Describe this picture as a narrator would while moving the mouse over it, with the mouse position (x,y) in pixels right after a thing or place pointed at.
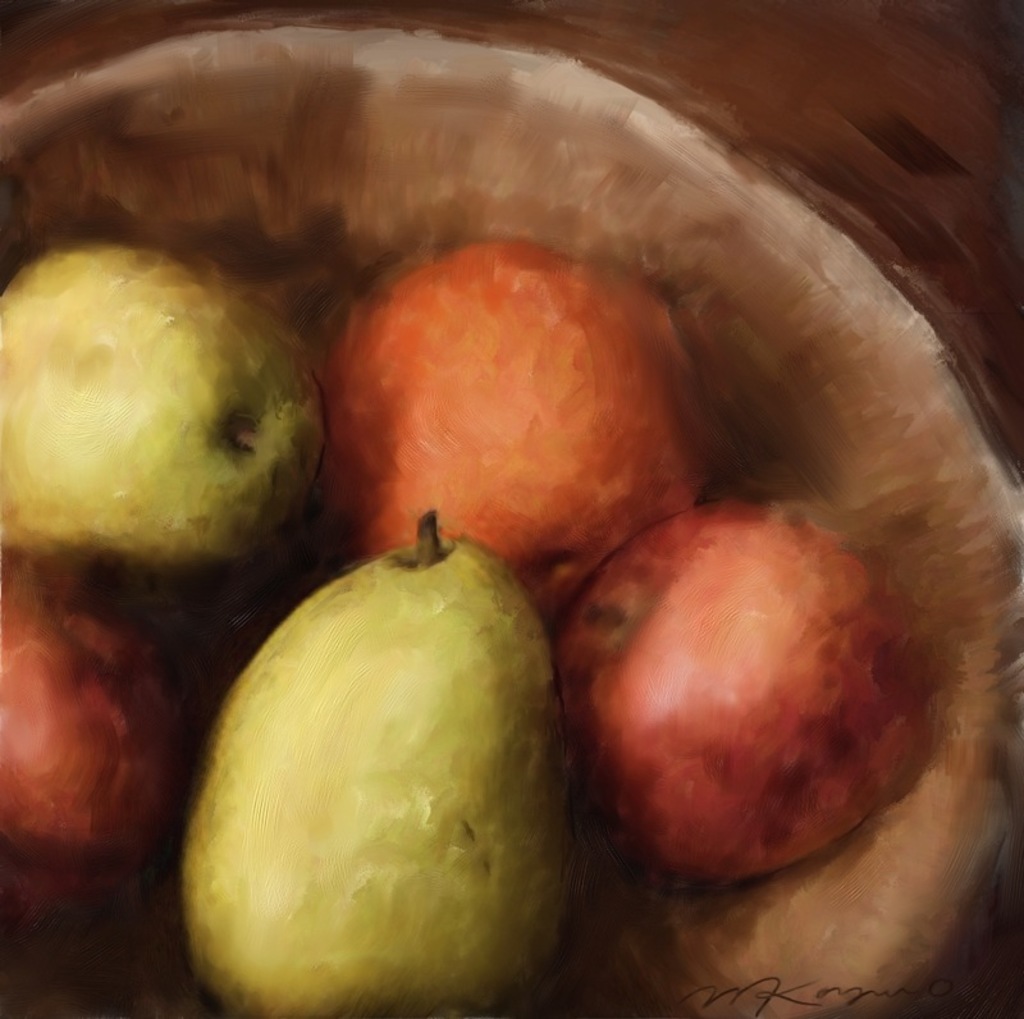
It is a painting. In the center of the image (354,555) we can see one bowl (528,234). In the bowl (835,1010), we can see the fruits (445,462), which are in red and green color. In the bottom right side of the image (835,991), we can see some text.
